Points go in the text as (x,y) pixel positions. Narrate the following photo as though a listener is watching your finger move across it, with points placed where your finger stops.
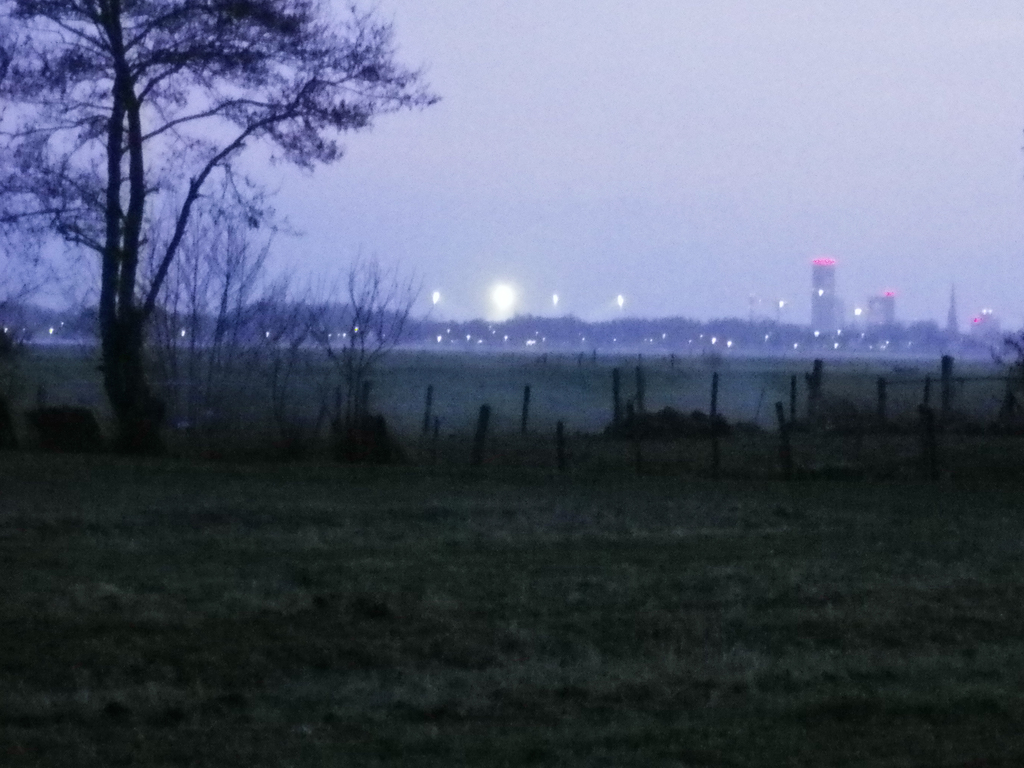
This picture is taken after the sunset. The light is very dim. There are some poles (478,448) in the earth (489,436). These poles (563,446) are very small. There is an empty land (448,600). There is a tree (113,304). From the far there are some buildings (834,316) and trees (559,330). There is a flood light (499,302). Along with this flood light (504,309) there are some lights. We can observe sky (604,157) in the background (711,162).
